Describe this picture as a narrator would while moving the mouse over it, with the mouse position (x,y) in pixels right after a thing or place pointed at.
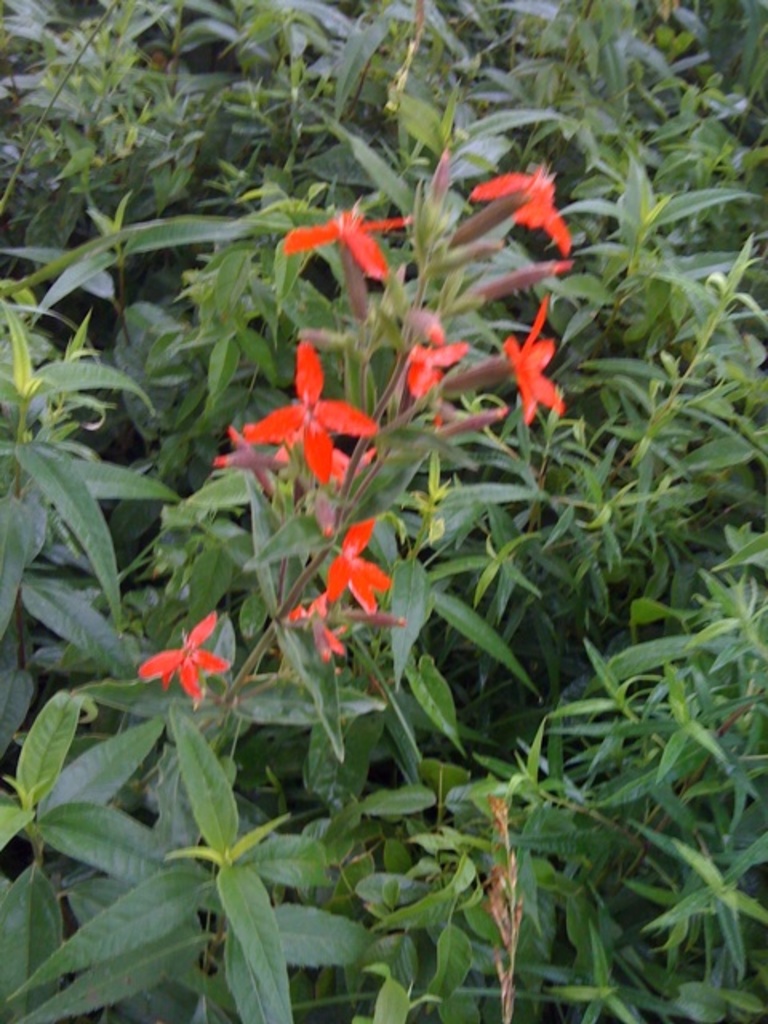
In this image there are some red flowers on the stem of plant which is in between other plants (97,570).
